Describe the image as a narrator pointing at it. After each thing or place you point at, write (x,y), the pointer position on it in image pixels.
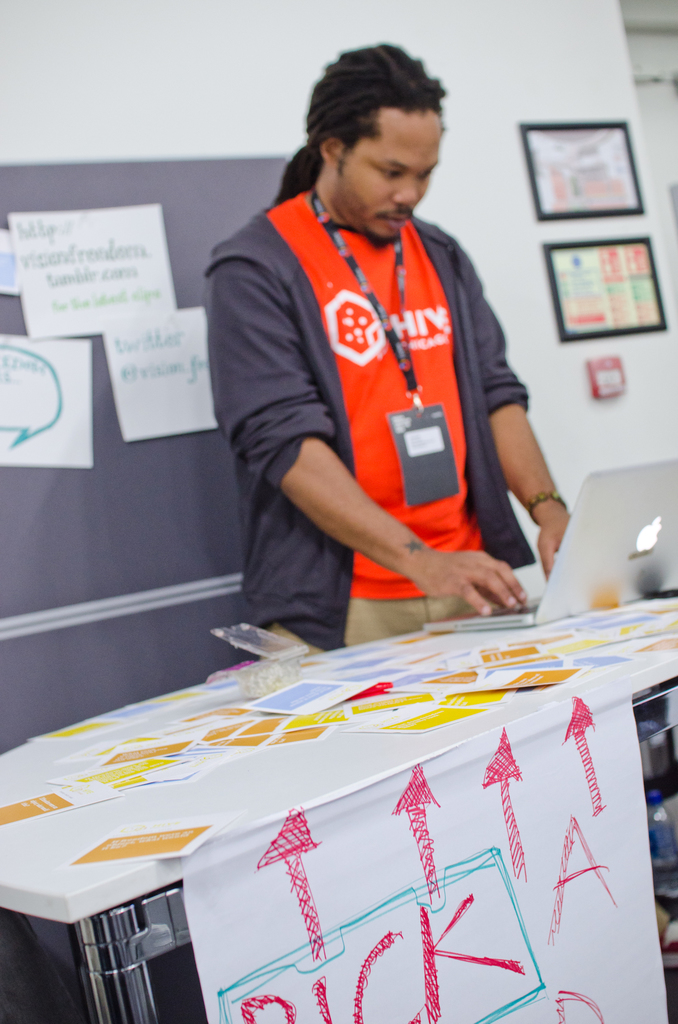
In the background (129,293), I can see photo frames (581,201) and some posters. In the middle of the image (333,453) I can see one table (78,899), laptop (645,513) and a person (507,443).
